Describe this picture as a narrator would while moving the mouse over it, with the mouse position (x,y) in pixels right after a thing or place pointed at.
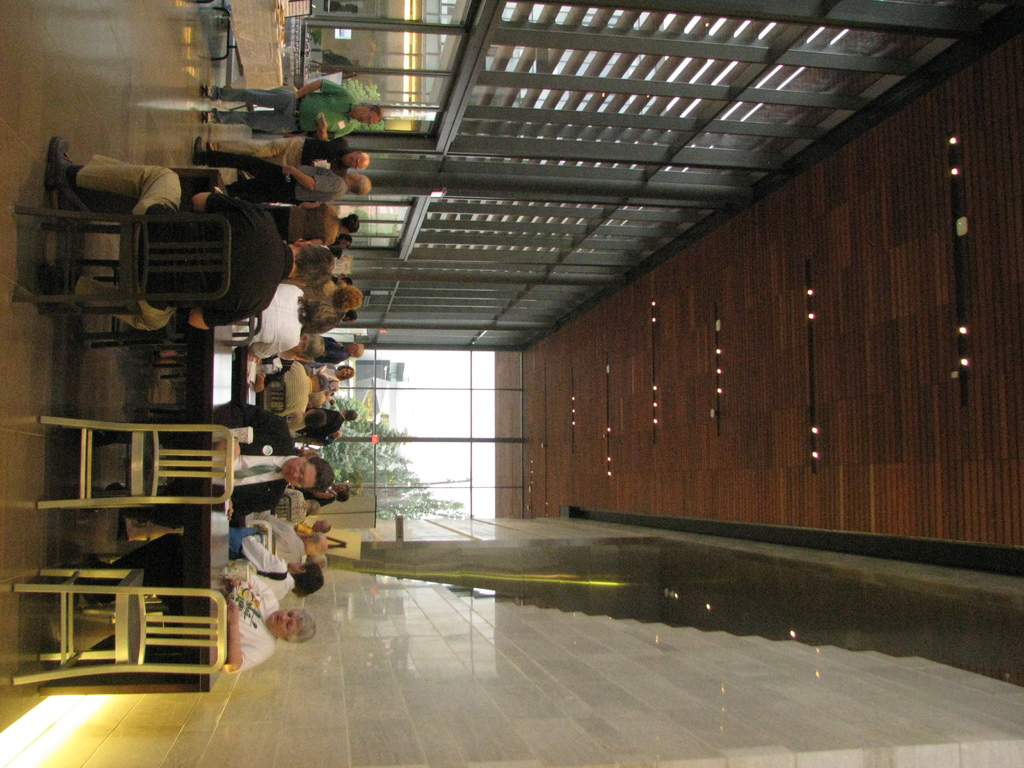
In the image on the left side (167,642) there are chairs (82,348), tables (212,424) and also there are people (324,319). At the back of them there are glass door (377,475). And at the bottom (464,702) there is a wall (396,677) with tiles (473,669). On the right side of the image (1018,312) there is a brown color roof (860,406) with lights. At the top of the image (565,79) there are rods (512,213) and pillars (410,179).
